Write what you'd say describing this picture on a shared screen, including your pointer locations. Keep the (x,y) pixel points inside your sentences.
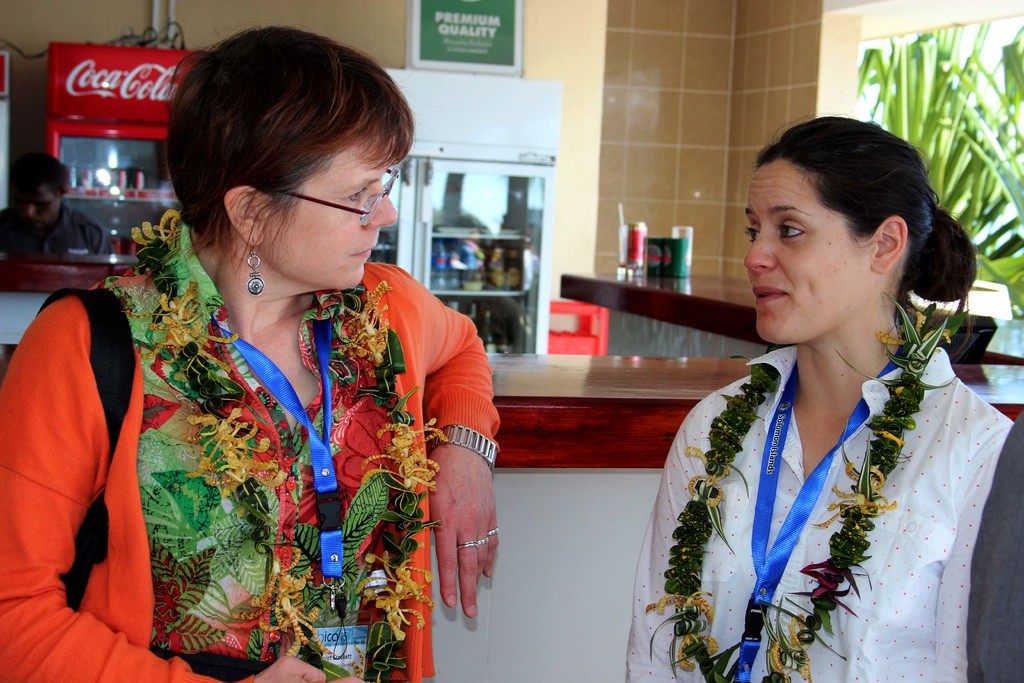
There are two ladies (439,455) wearing tags (325,462) and garlands (860,511). Lady (288,435) on the left (295,223) is wearing a earring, specs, watch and rings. In the back (580,369) there is a platform (633,400). On that there are many items (644,246). In the background (337,9) there is a wall (324,10). Near to that there are two machines (490,184) with some items (472,251) inside that.
